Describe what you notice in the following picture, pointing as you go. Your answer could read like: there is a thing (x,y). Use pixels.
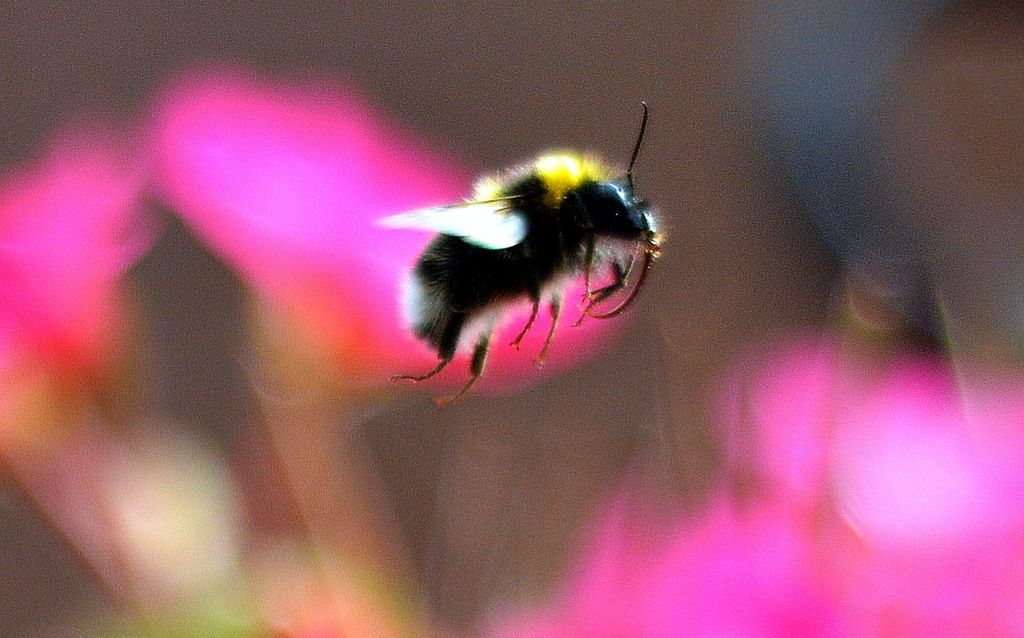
In the center of the image (560,260) there is a bee (501,235). In the background (368,406) we can see flowers (905,514).
